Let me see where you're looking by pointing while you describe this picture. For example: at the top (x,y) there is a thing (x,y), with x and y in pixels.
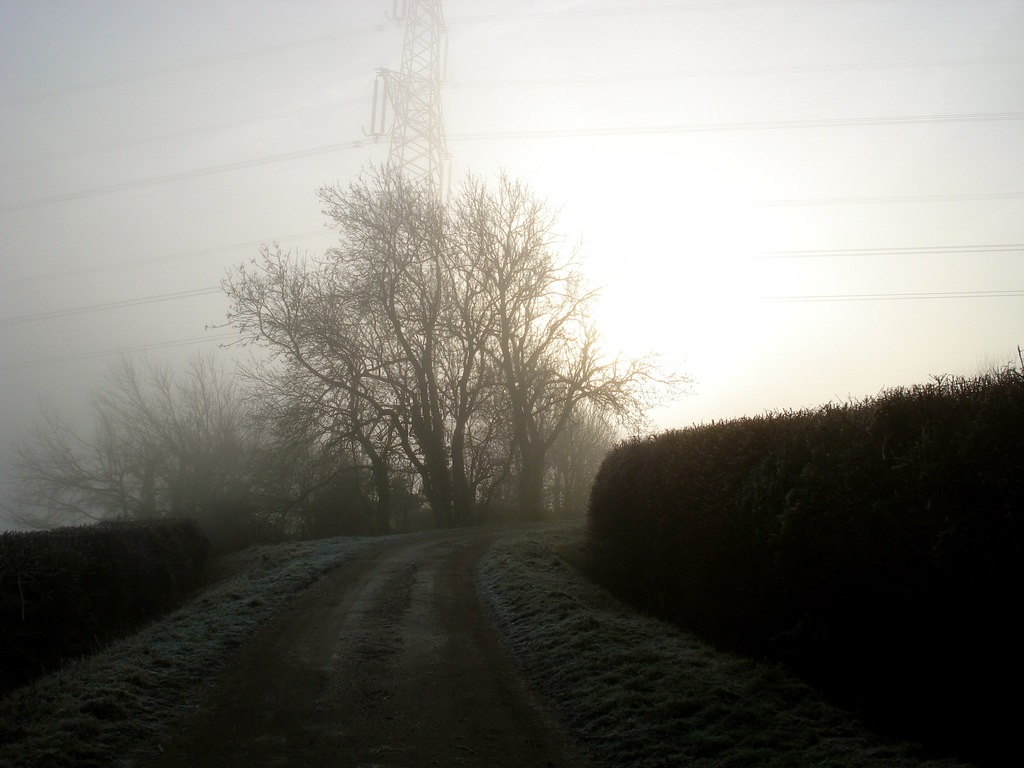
In the foreground of the picture (498,625) I can see the road (501,700). I can see the structured bushes (801,591) on the right side (981,510). In the background (456,440), I can see the trees (421,298). There is a transmission tower (423,117) and electric wires (496,137) at the top of the image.
